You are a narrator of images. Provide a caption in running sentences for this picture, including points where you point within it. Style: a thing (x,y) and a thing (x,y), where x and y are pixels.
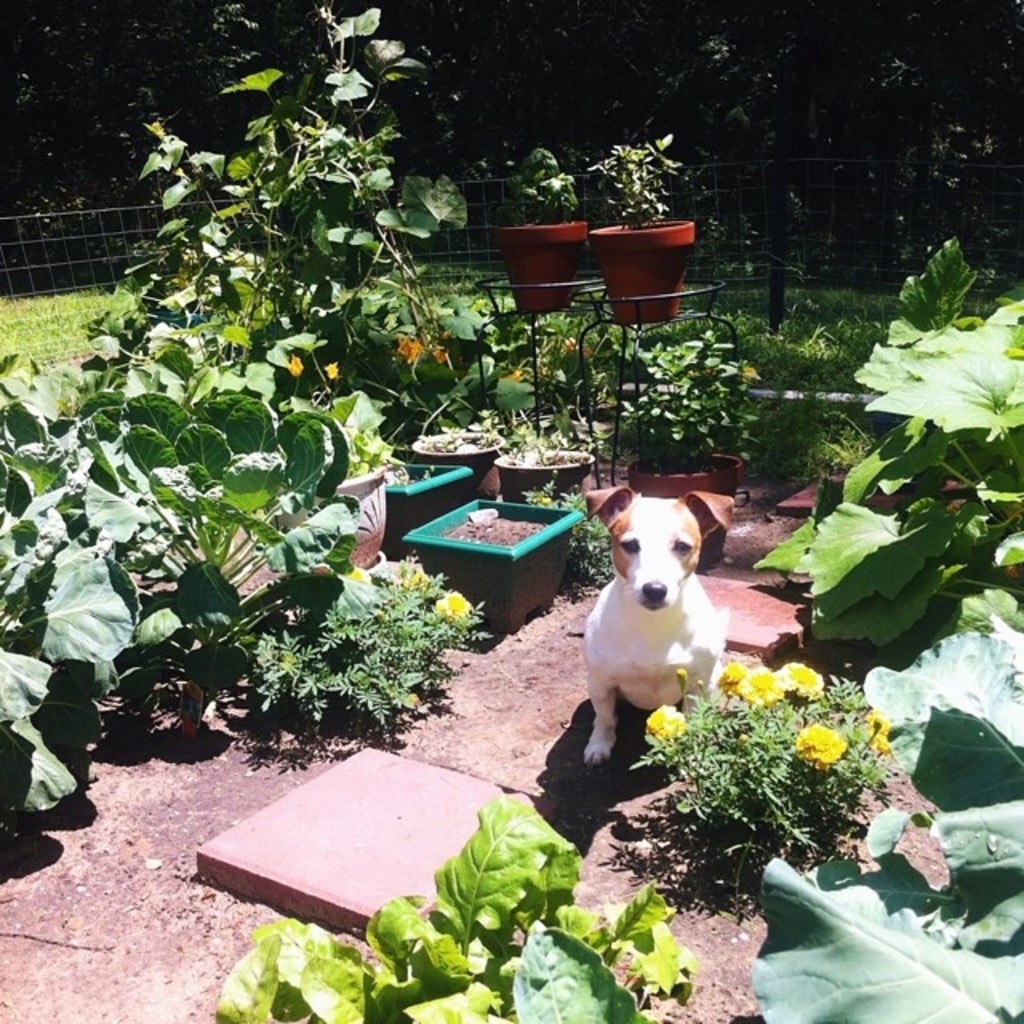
In the center of the image (600,650) there is a dog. There are plants (401,582). In the background of the image (433,13) there are trees (460,150). There is a fencing (62,258).
